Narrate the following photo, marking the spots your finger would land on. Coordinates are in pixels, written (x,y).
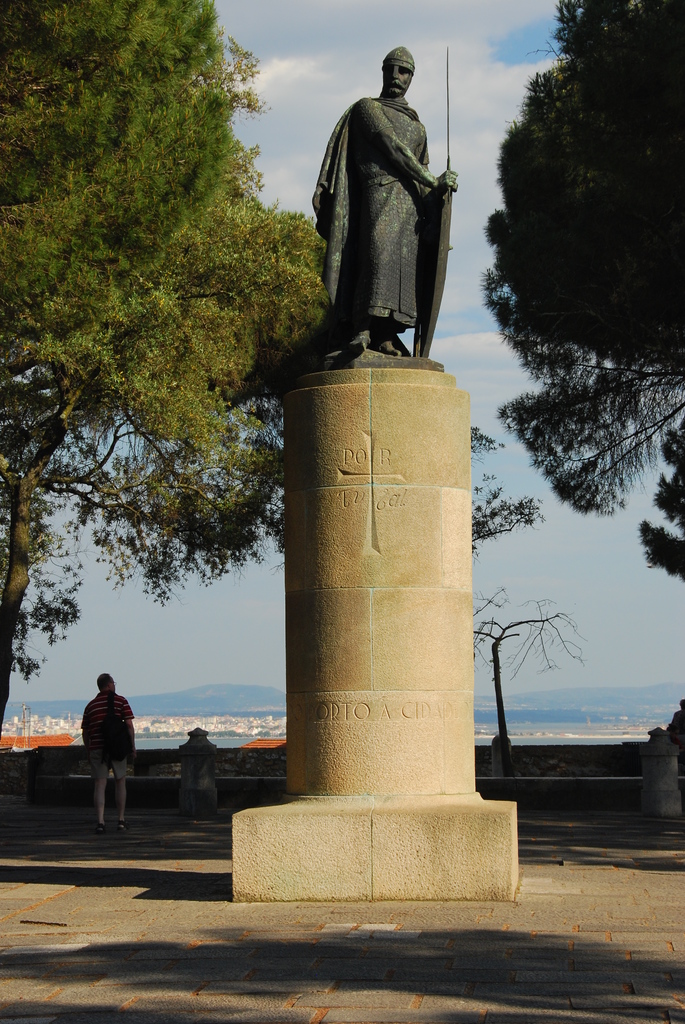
In the center of the image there is a statue (414,287). At the bottom (386,746) we can see a pedestal (333,480). On the left (100,759) there is a man (104,750) standing. We can see trees (213,274). In the background (518,593) there are hills (278,698) and sky (220,587).
